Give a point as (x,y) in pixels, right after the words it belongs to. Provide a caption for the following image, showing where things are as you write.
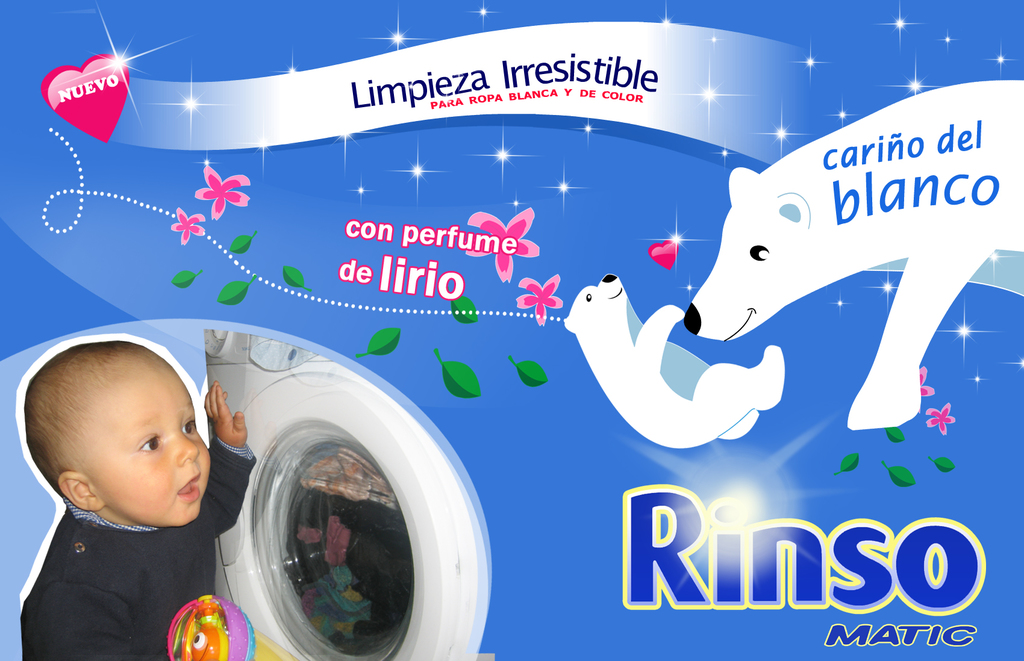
In this image I see the animated pictures (737,281) of bears (930,218) and I see the truncated image (185,422) of a baby (155,520) over here and I see the washing machine (241,509) and I see the depiction (212,195) of leaves (244,282) and flowers (218,208) and I see few words (534,73) written and it is blue in the background (330,256).
